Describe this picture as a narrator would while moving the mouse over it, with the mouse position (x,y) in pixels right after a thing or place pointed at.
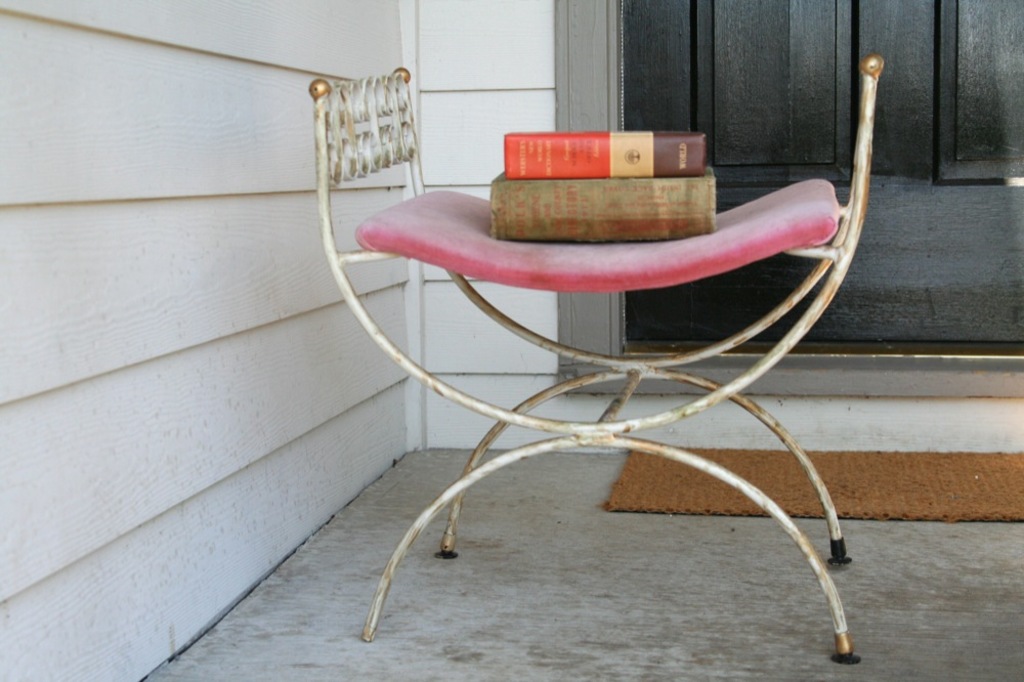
In this image there is a stool (573,291). There are books (591,165) on the stool (483,405). There is a mat (772,486) on the floor (530,482). Behind the stool (712,260) there is a door (699,53). To the left (147,226) there is the wall (102,276).
